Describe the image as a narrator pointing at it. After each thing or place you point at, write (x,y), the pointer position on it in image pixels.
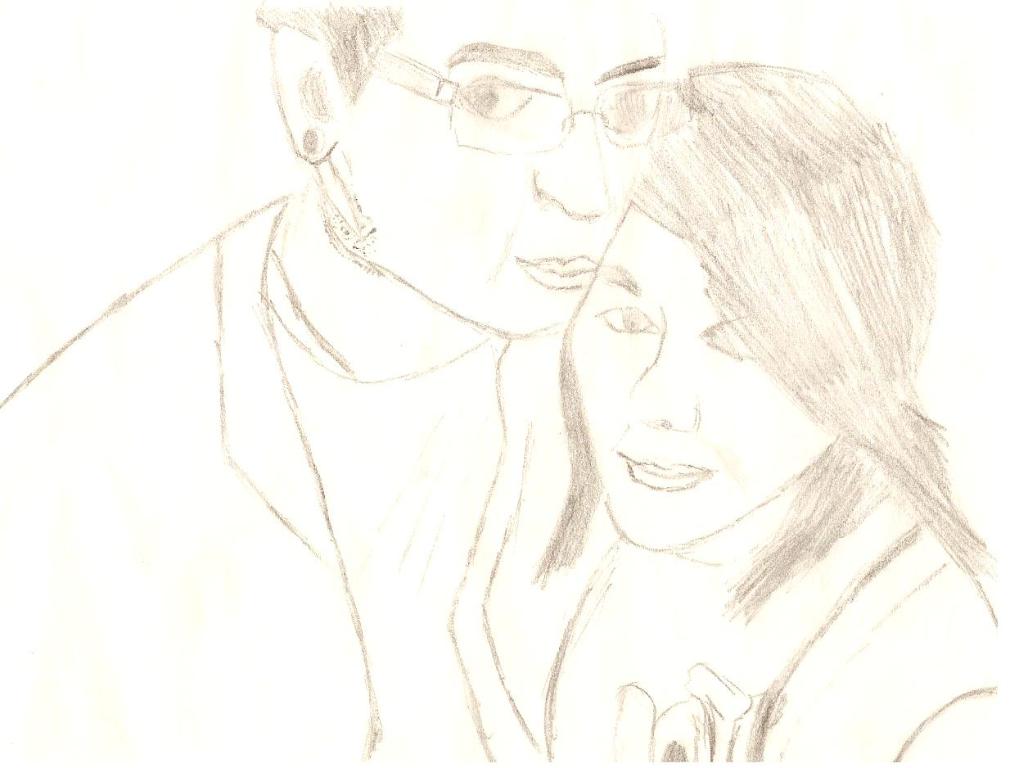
In the picture I can see drawing (442,666) of a man (402,377) and woman (672,246).
